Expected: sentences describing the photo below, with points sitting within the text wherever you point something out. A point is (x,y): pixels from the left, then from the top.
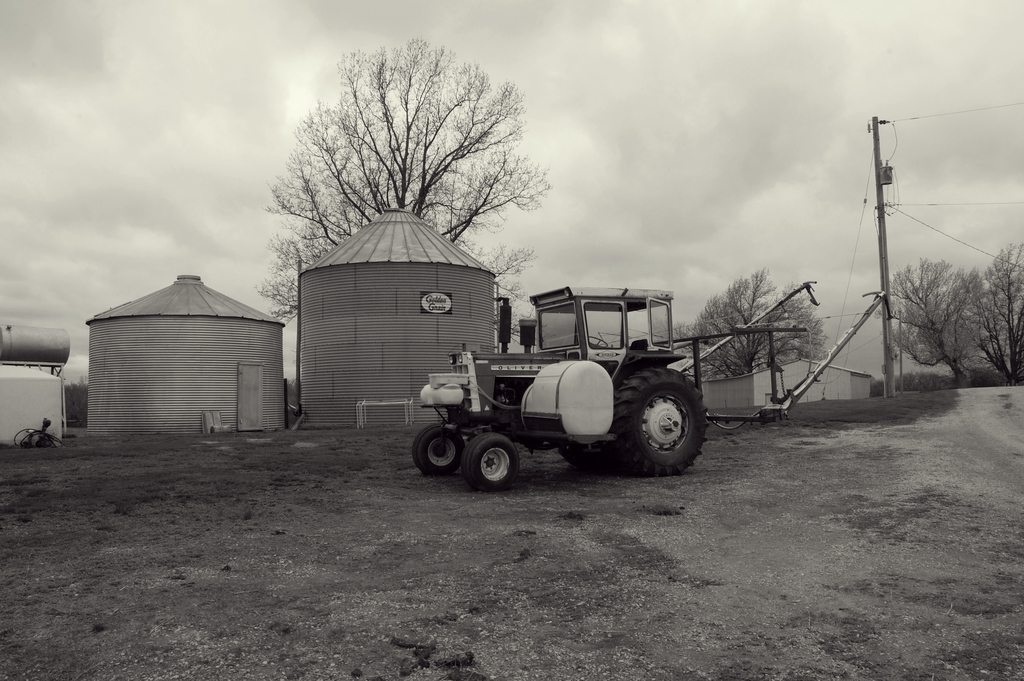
In the foreground of this black and white image, there is a tractor (549,415) on the land (506,550). In the background (416,342), there are two shelters (345,334) like an object (402,344), an object (42,379) on the left (37,422), few trees (949,326), a shelter (761,387) and a pole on the right (844,389). Cloud (740,44) is on the top (523,48).
